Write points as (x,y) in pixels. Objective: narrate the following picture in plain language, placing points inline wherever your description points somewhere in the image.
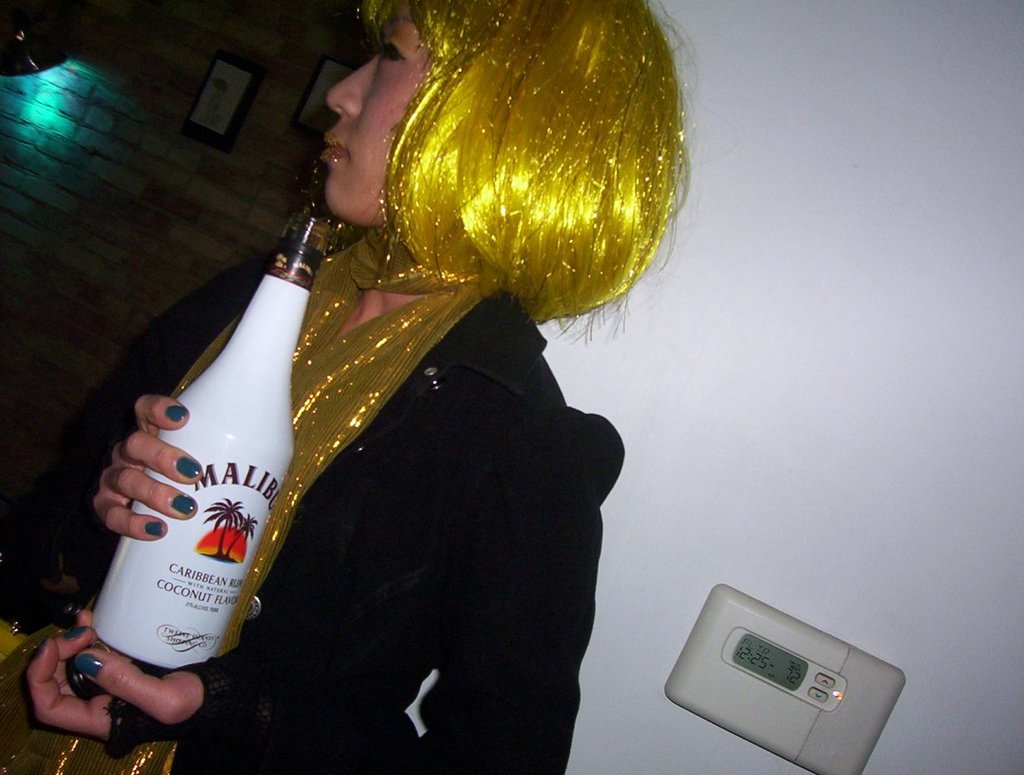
In the image we can see a woman (310,531) wearing clothes (325,563) and holding a bottle (163,541) in her hand (163,510), this is a wall (737,537) and a device (734,656).
